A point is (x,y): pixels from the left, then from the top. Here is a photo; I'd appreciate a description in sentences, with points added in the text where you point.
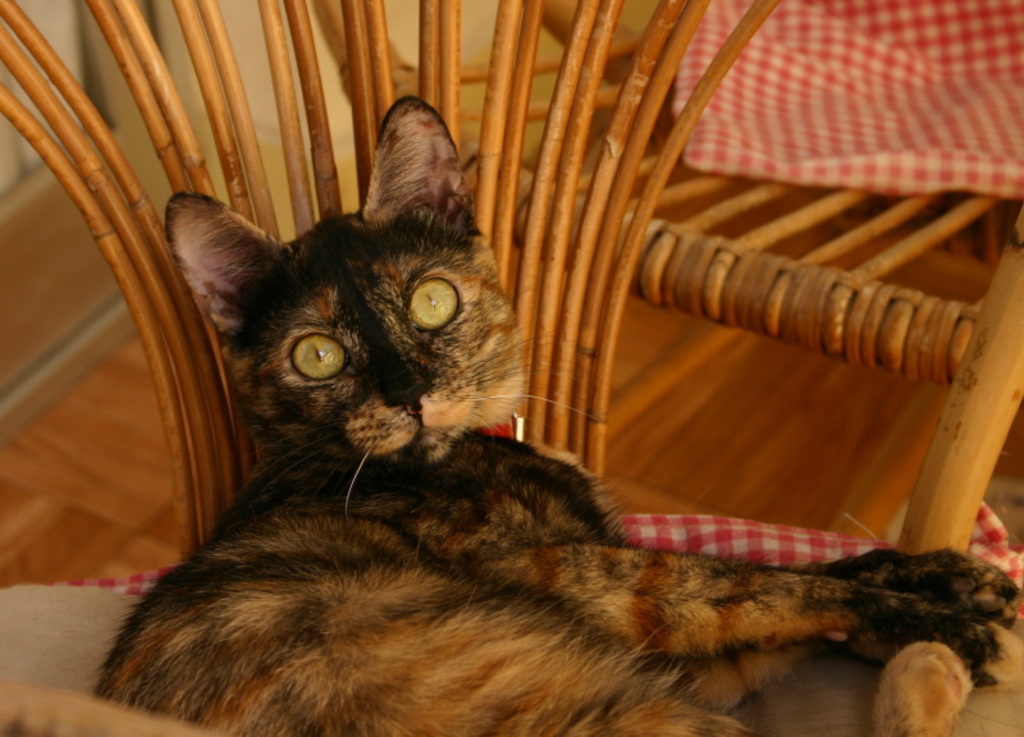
In the image there is a cat (417,655) laying on a chair (579,415).
